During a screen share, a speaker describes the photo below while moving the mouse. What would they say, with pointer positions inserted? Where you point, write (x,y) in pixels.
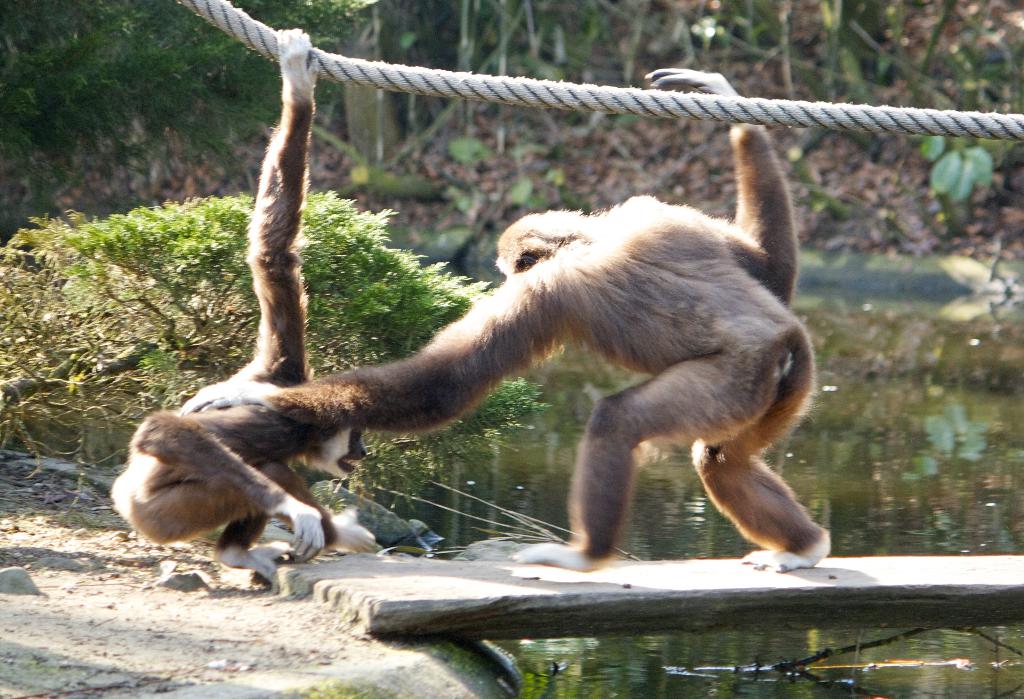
In this picture there is an animal (756,294) standing on the wooden object (607,593) and there is an animal (305,158) holding the rope (221,4). At the top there is a rope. At the back (102,20) there are trees (68,99) and plants (799,166). At the bottom (866,484) there is water (949,422) and there is ground (128,616).
